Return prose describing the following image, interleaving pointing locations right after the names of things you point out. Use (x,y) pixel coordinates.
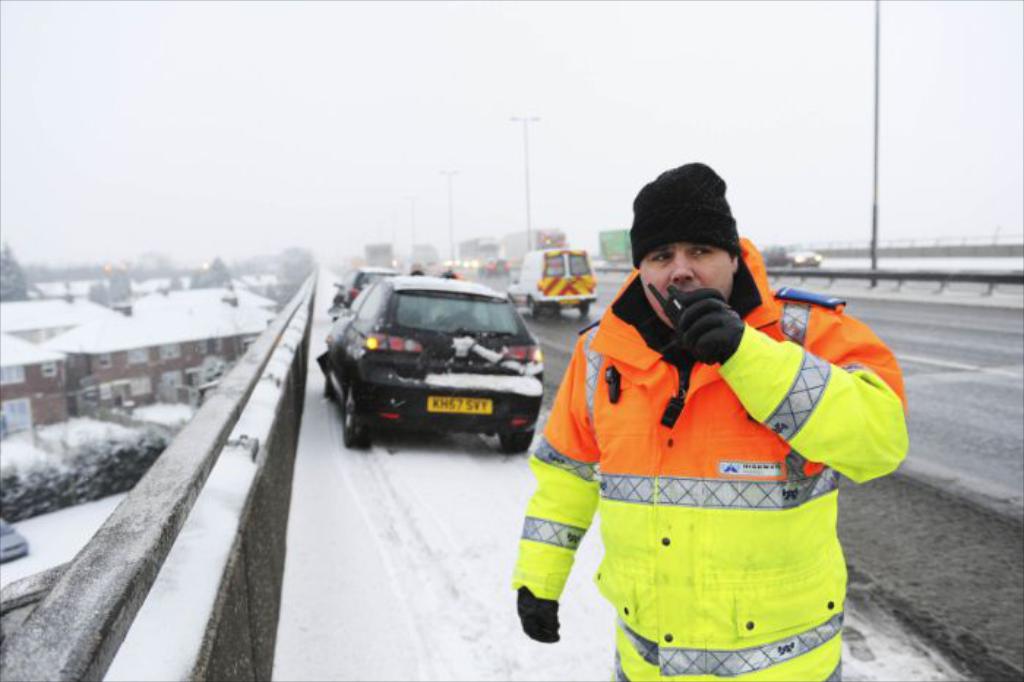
In this image I can see a road (563,672) in the centre (463,445) and on it I can see a man (571,403) is standing and behind him I can see number of vehicles (495,267) and few poles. I can see he is wearing a jacket (741,427), gloves (725,319), a cap (670,208) and I can also see a walkie talkie (678,291) in his hand (701,342). On the left side of this image (172,277) I can see a car (9,530), few trees (11,298) and few buildings (128,338). I can also see snow (320,375) on the road (319,320) and on these buildings (24,395).
